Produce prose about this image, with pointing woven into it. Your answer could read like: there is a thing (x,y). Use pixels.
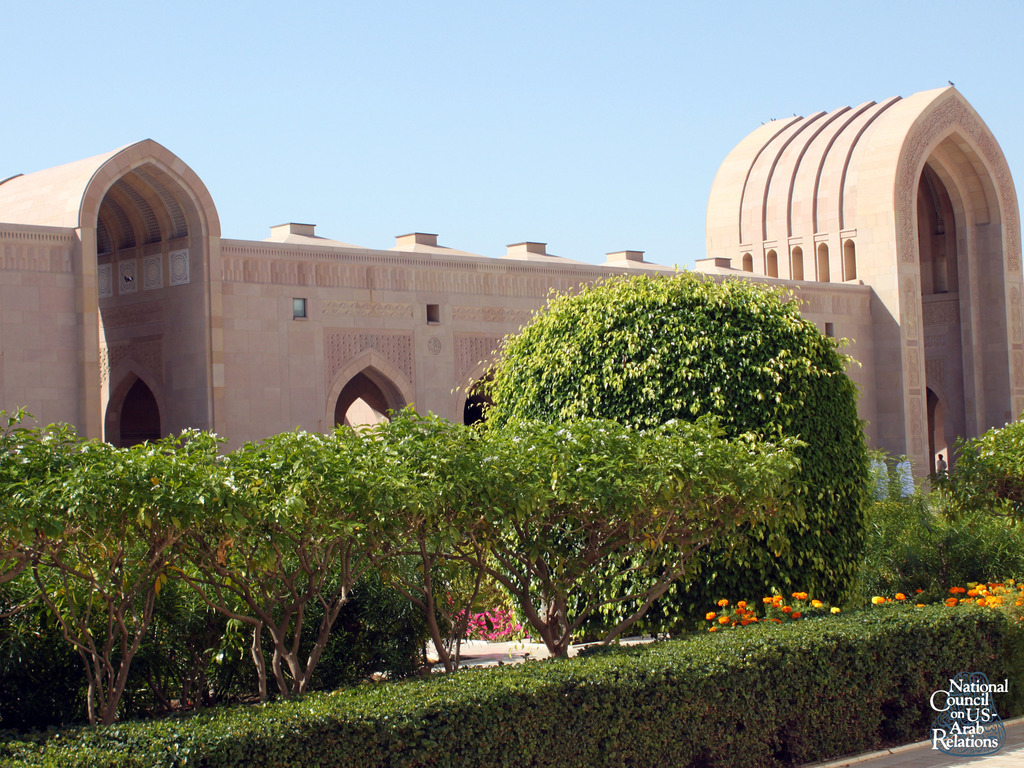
In this image we can see sky (310,153), building (409,288), bushes (712,394), shrubs (719,534), plants (643,597) and trees (197,490).
